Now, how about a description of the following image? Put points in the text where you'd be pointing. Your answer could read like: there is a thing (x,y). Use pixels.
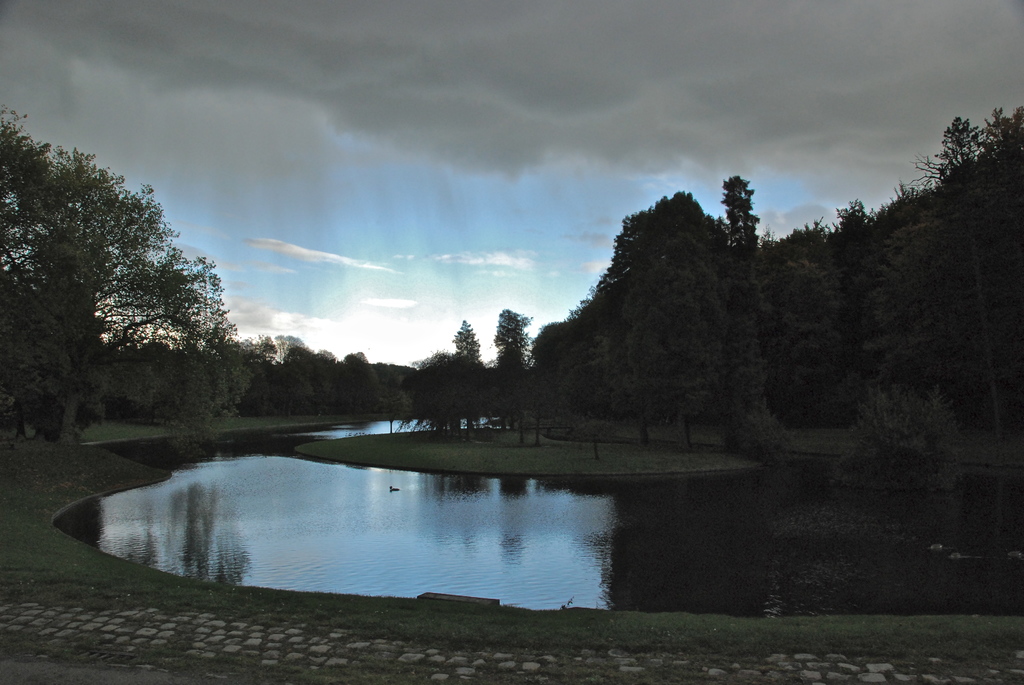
In this image in the center (383,423) there is a lake (291,521), at the bottom (54,639) there is a walkway (77,636) and in the background (54,445) there are trees (531,402) and grass (2,446). At the top (533,158) there is sky (294,257).
